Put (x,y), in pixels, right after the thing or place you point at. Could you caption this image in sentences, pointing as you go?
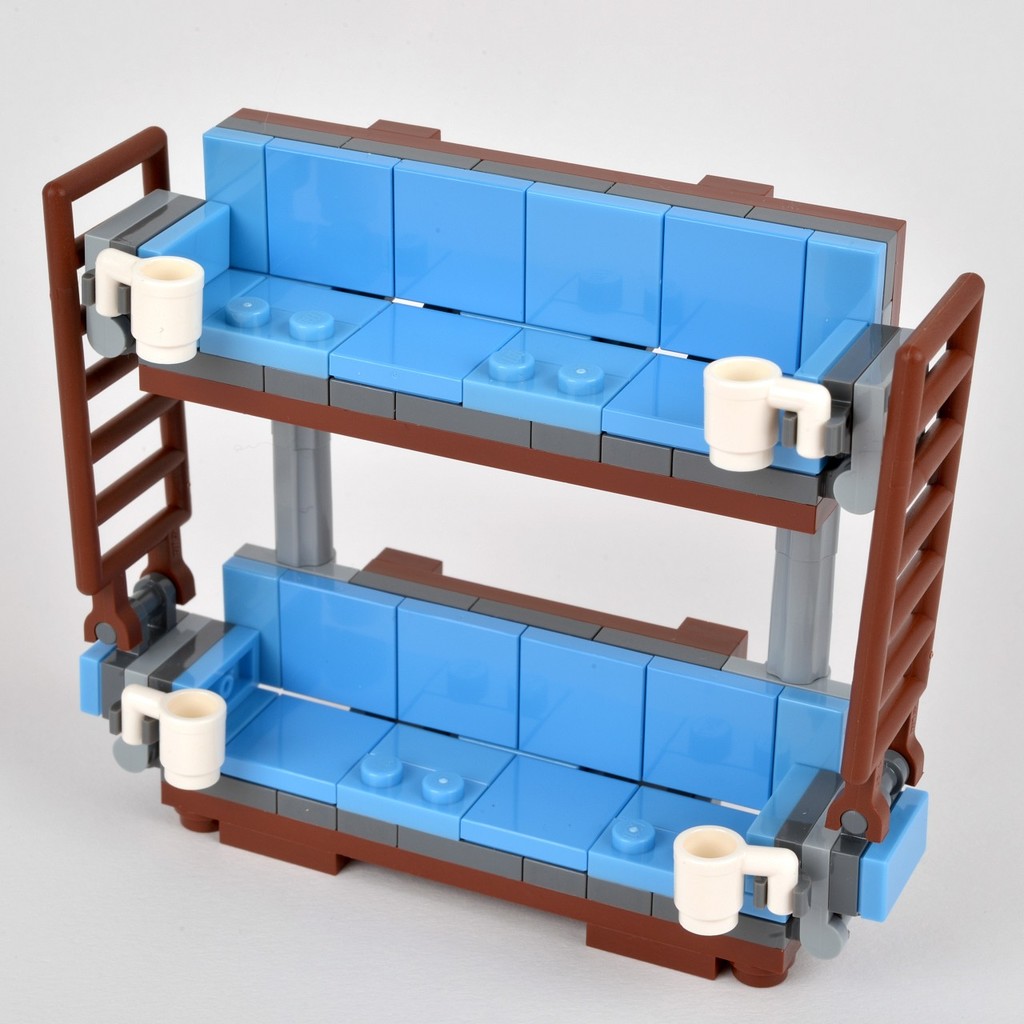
In the center of this picture (680,421) we can see a Lego (930,650) and we can see a rack (376,363) and some white color objects (131,270) and we can see some other objects (422,818).
